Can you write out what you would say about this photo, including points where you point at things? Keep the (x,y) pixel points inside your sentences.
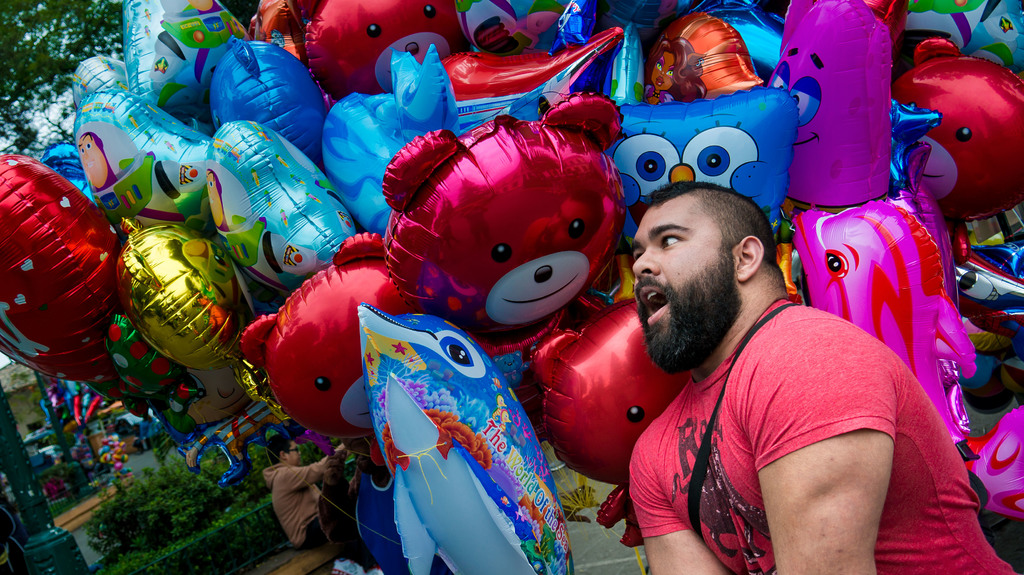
In this image we can see a person (774,409) wearing red color T-shirt (783,419) and there are some gas balloon toys (459,196) and in the background of the image (308,509) there is a person (316,489) sitting on ground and there are some plants (126,486), pole (22,501).
